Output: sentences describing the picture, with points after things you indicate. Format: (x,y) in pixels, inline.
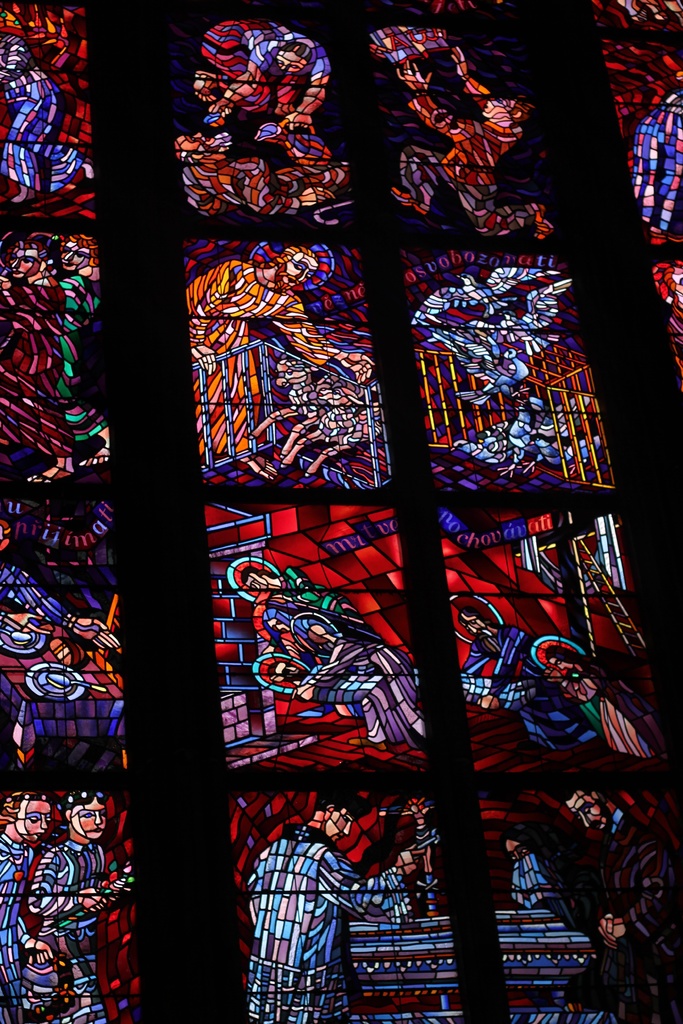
In the foreground of this picture (221,297) we can see the stained glasses (426,163) containing the depictions of group of people (237,162) and the depictions of some objects (562,368). On the right (541,297) we can see the depictions of birds (496,304) seems to be flying and we can see the text (441,518) on the glasses (342,536). The background of the image (562,10) is dark.
